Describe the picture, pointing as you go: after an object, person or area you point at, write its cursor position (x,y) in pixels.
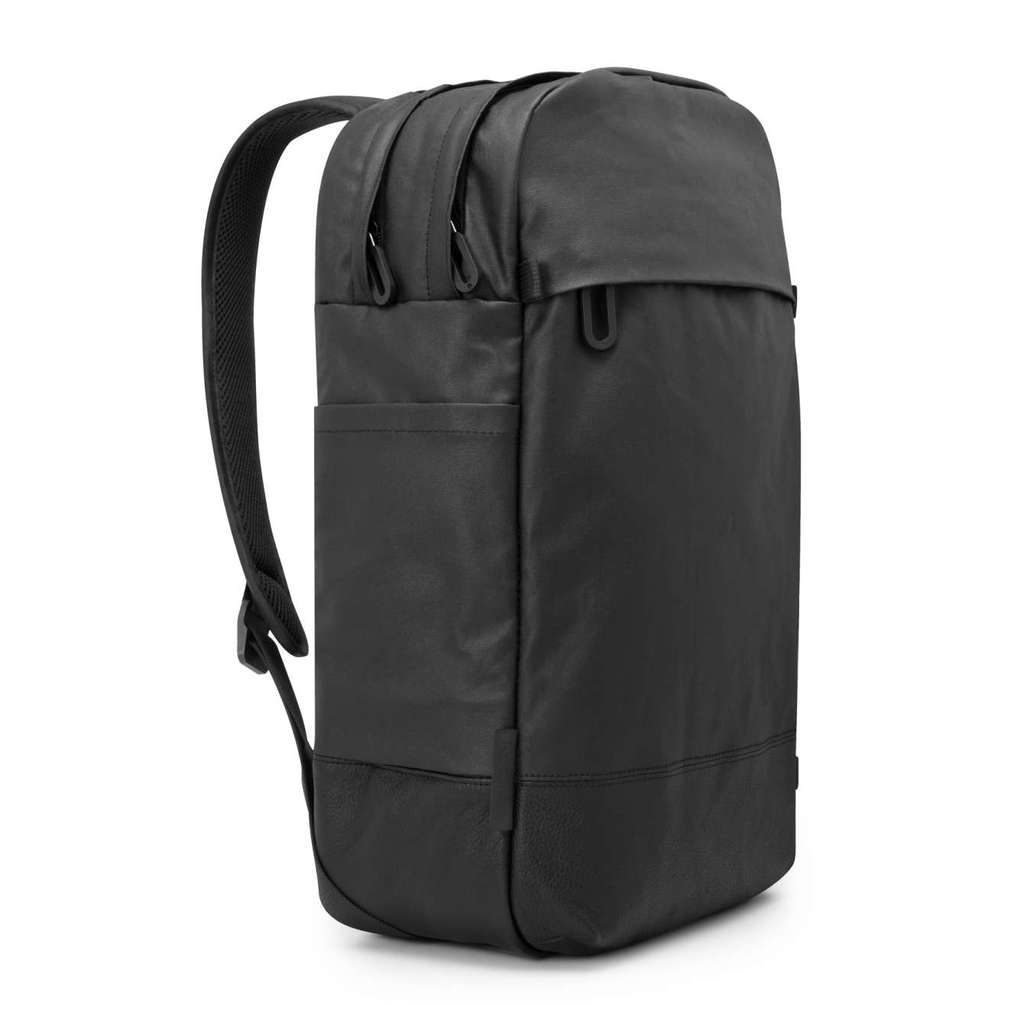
In this picture we can see a backpack (526,260) placed on the surface (723,958) and the background (889,17) we can see is white in color.
